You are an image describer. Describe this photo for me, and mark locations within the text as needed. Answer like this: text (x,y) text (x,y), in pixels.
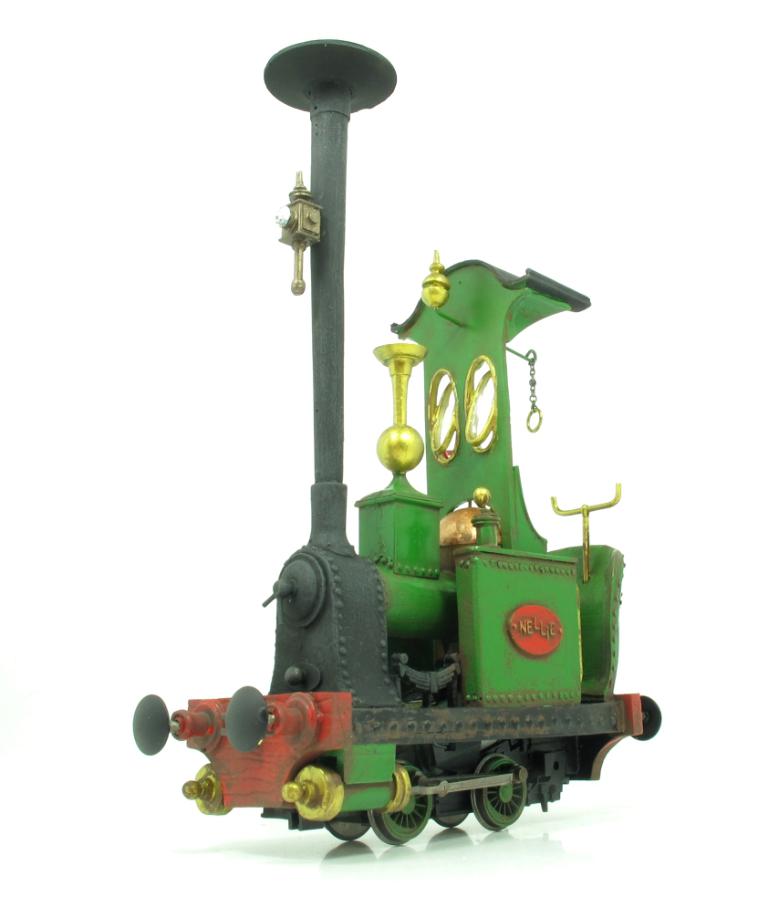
Here in this picture we can see a toy (385,497) of a locomotive engine (337,534) present on the floor (433,856) over there.
